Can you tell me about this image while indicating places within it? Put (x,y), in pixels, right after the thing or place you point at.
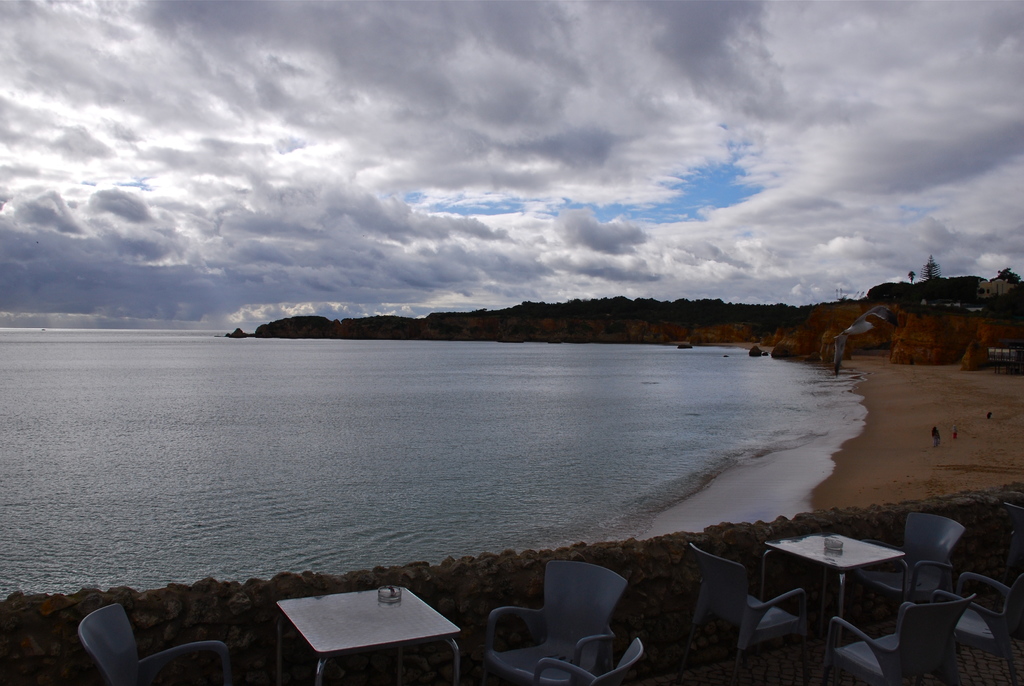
In this image I can see few chairs (925,619), tables (852,550), stones (533,564), trees (942,304), water (357,357) and rocks (331,336). The sky (554,250) is in blue and white color.
